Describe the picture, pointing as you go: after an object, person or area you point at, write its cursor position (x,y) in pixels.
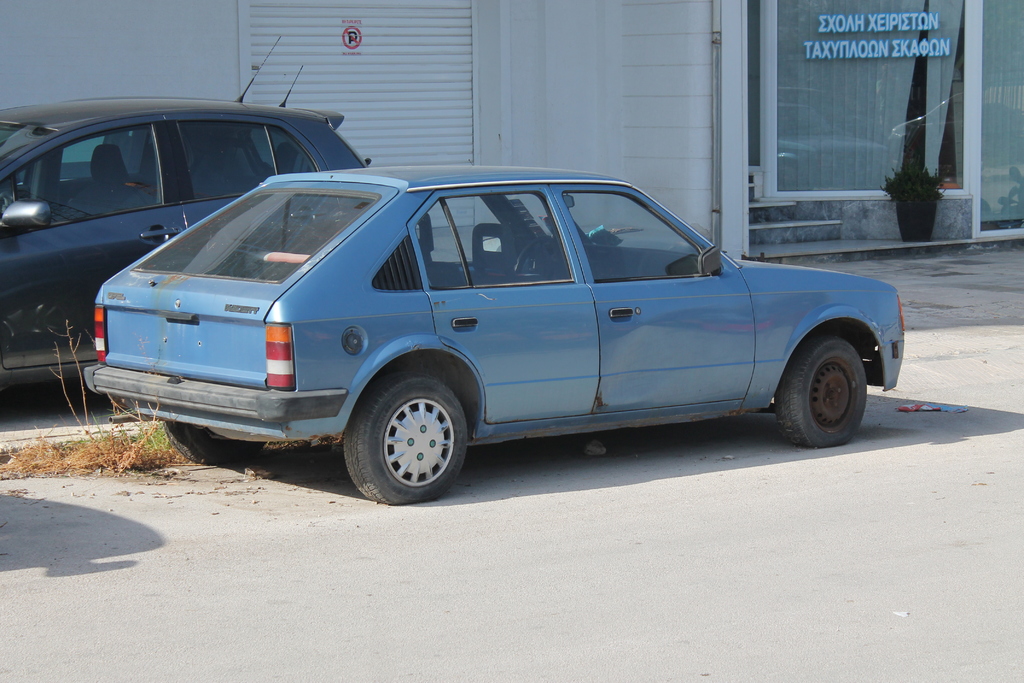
In this picture we can see two cars (146,282) on the ground (825,538) and beside these cars (306,247) we can see plants (130,435), shutter (385,102) with a sign (351,48) on it, wall (130,54), glass (961,72) with some text (823,57) on it, curtains (946,26), houseplant (905,213), steps (830,220).
